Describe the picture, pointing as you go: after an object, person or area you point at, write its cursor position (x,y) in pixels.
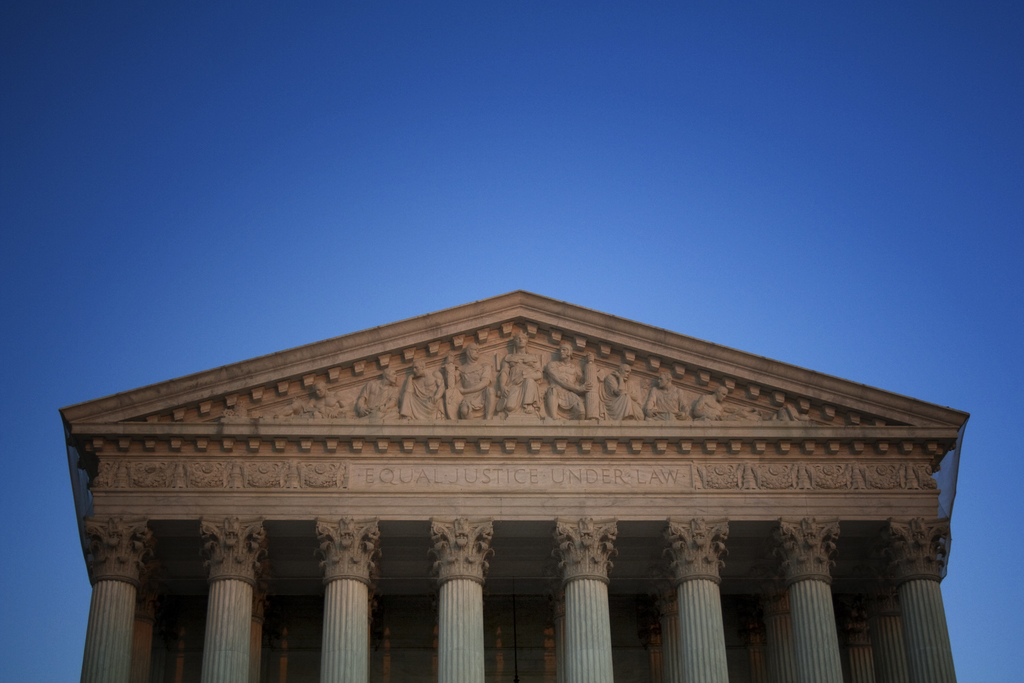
We can see statues (327,413) on the wall (605,374) and pillars (240,627). In the background (864,202) we can see sky (585,136) in blue color.
